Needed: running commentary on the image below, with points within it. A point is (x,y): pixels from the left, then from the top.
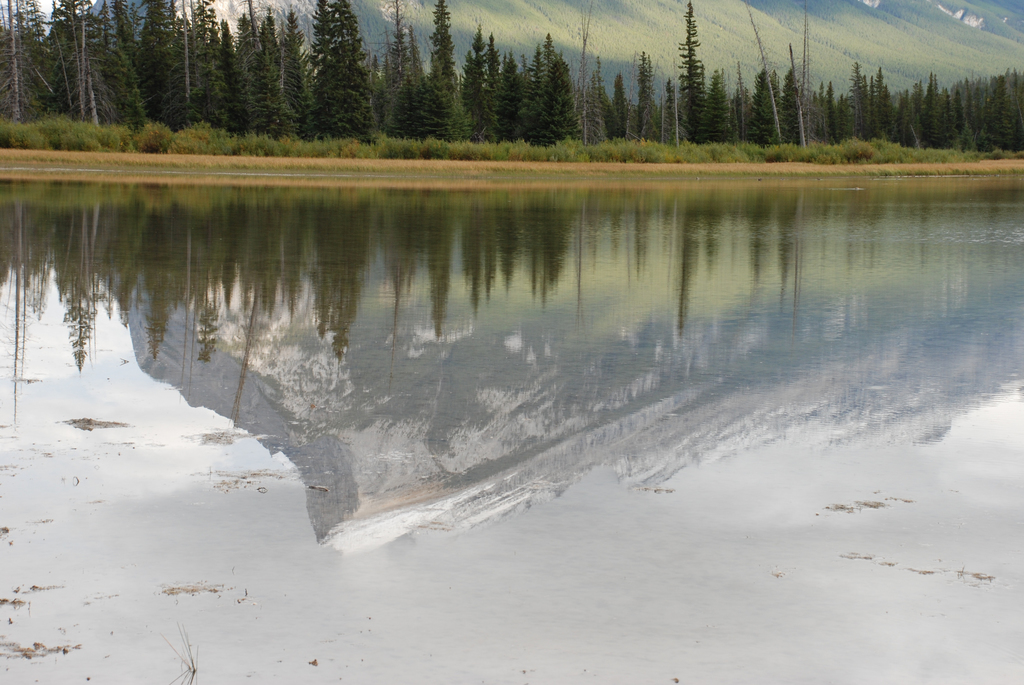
In the image there is a water surface (536,493) and the image of a mountain (262,367) is being reflected on the water surface (726,332), in the background (318,92) there are many trees (350,93).
